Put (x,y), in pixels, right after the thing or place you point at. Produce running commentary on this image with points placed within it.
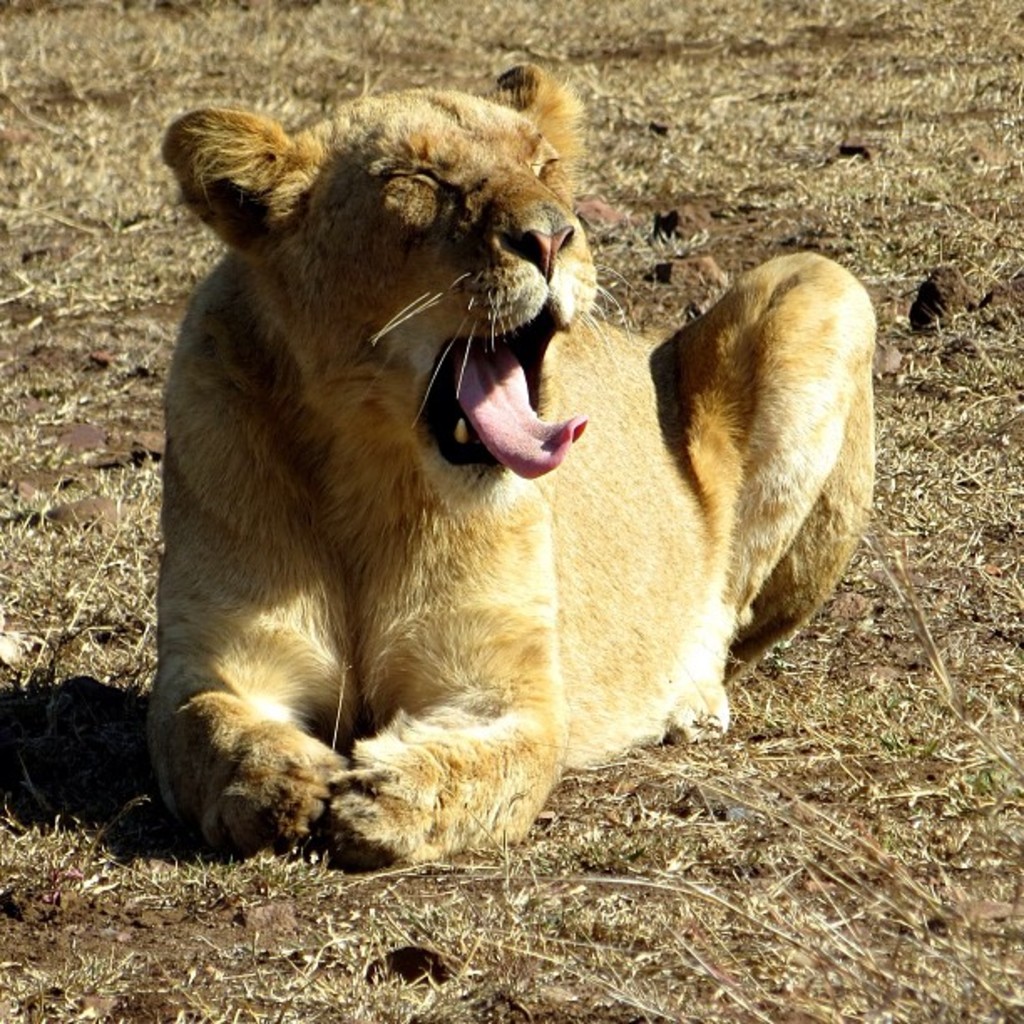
In the image we can see there is a lioness (471,492) sitting on the ground (628,793) and the ground (635,760) is covered with grass (527,906).
